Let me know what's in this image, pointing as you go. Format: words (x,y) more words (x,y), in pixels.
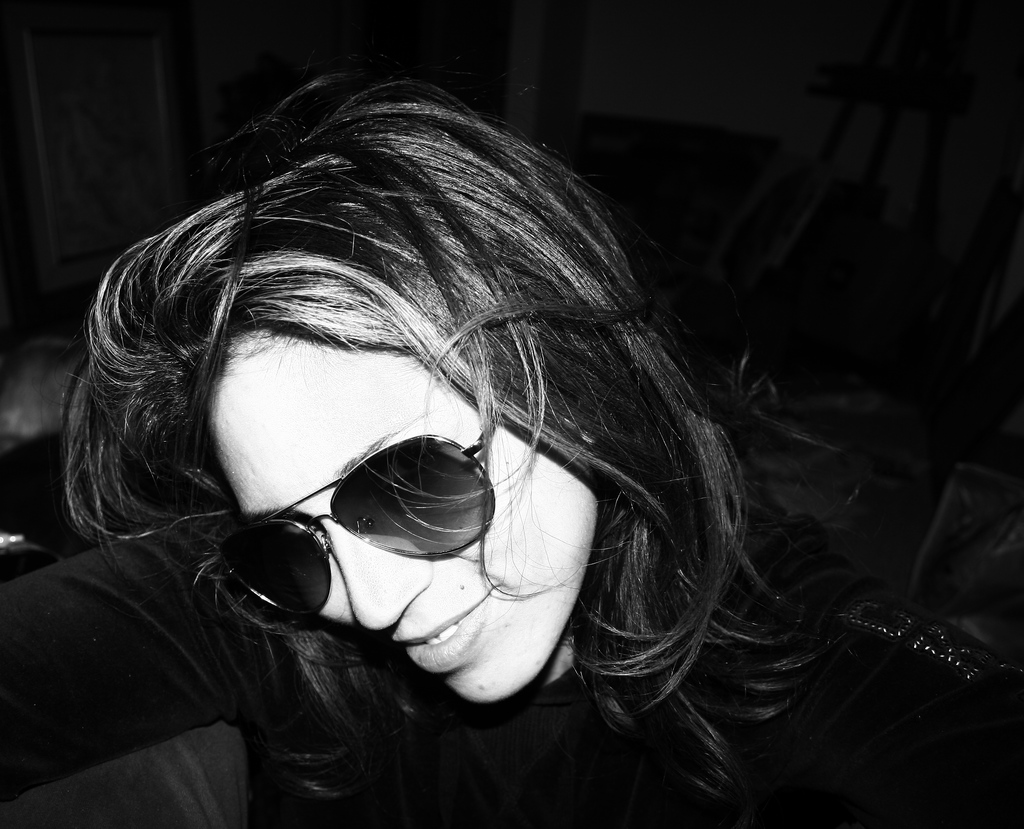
This is a black and white image. In this image we can see a woman (34,601) wearing spectacles (327,535).
